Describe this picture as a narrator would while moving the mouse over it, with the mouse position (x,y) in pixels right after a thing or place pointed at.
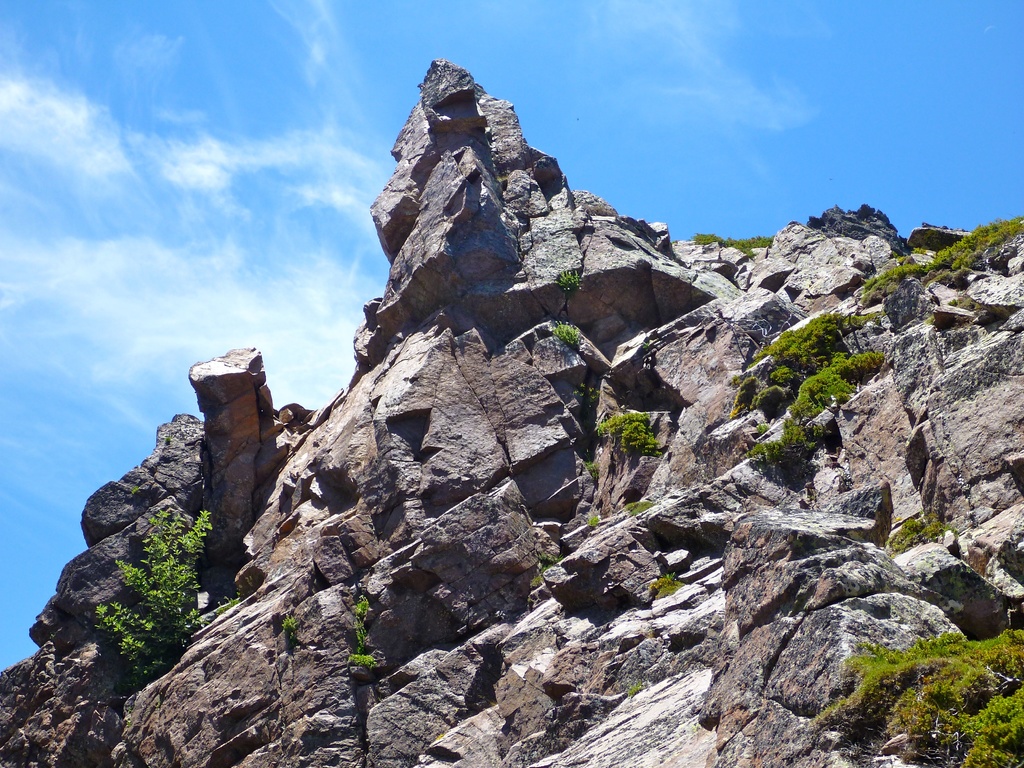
In the center of the image (386,321) there is a rock (457,700) with grass (908,704). At the top of the image (336,78) there is sky (493,75).
